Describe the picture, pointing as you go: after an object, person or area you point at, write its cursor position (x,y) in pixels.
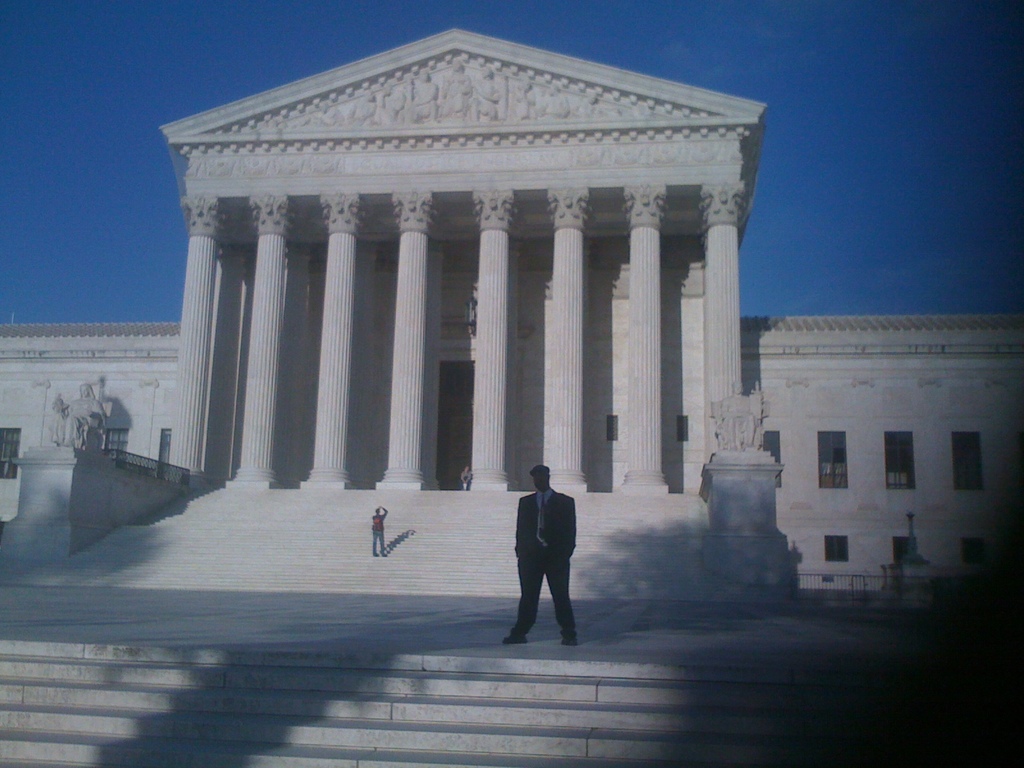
In the middle (551,503) a man (549,575) is standing, he wore coat (561,539), trouser (548,576), shirt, tie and this is the monument (379,365) in white color. At the top (136,163) it is the sky (159,135).
